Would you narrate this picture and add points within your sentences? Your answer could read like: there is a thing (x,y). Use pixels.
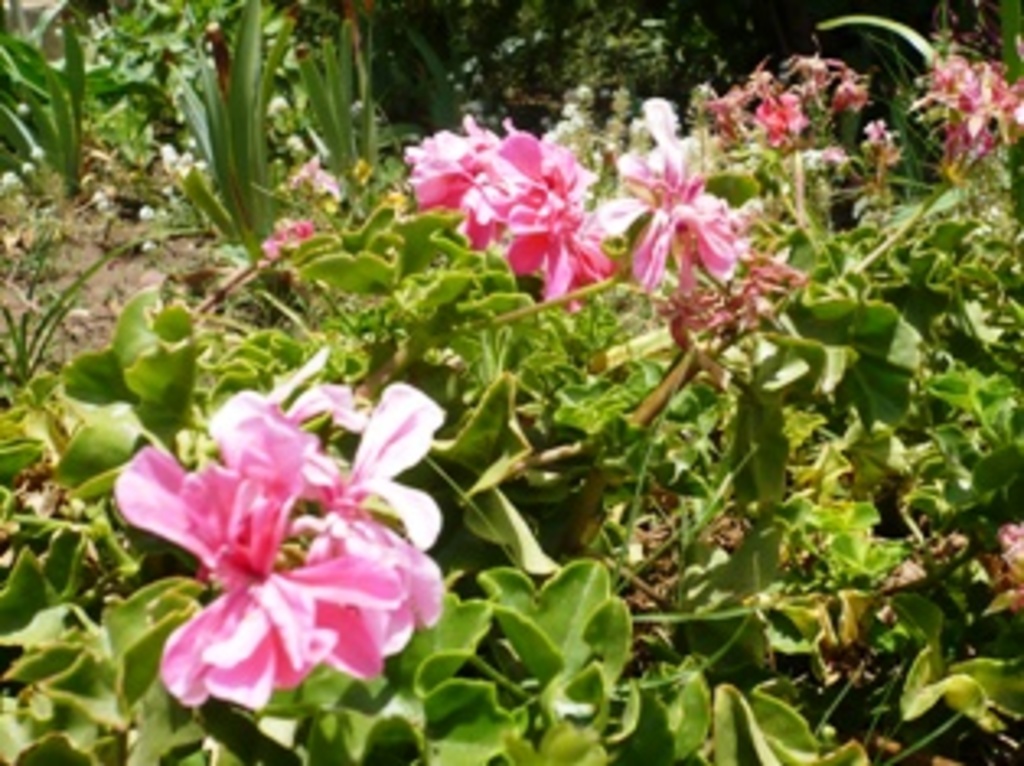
There are many plants (565,253) with flowers (558,185).
